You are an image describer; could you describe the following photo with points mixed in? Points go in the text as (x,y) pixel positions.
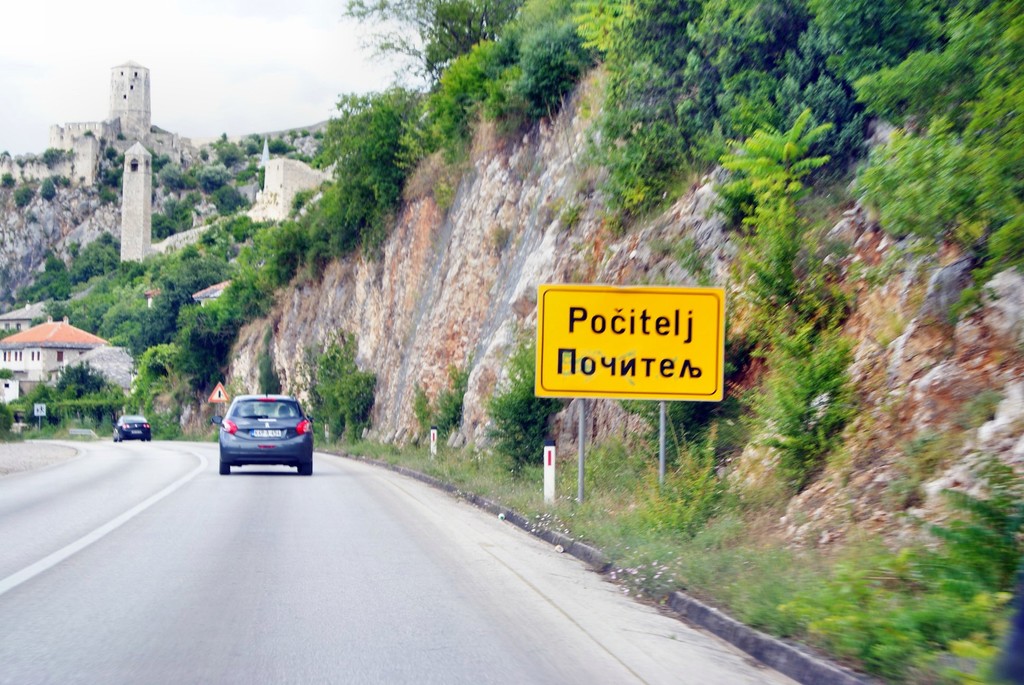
There are cars (300,450) on the road (359,513) as we can see at the bottom of this image (465,571). We can see trees (343,208) on the mountains (473,234) and a board (597,368) present on the right side of this image (697,349). There are houses (69,337) on the left side of this image (26,338) and the sky (240,81) is in the background (240,81).
